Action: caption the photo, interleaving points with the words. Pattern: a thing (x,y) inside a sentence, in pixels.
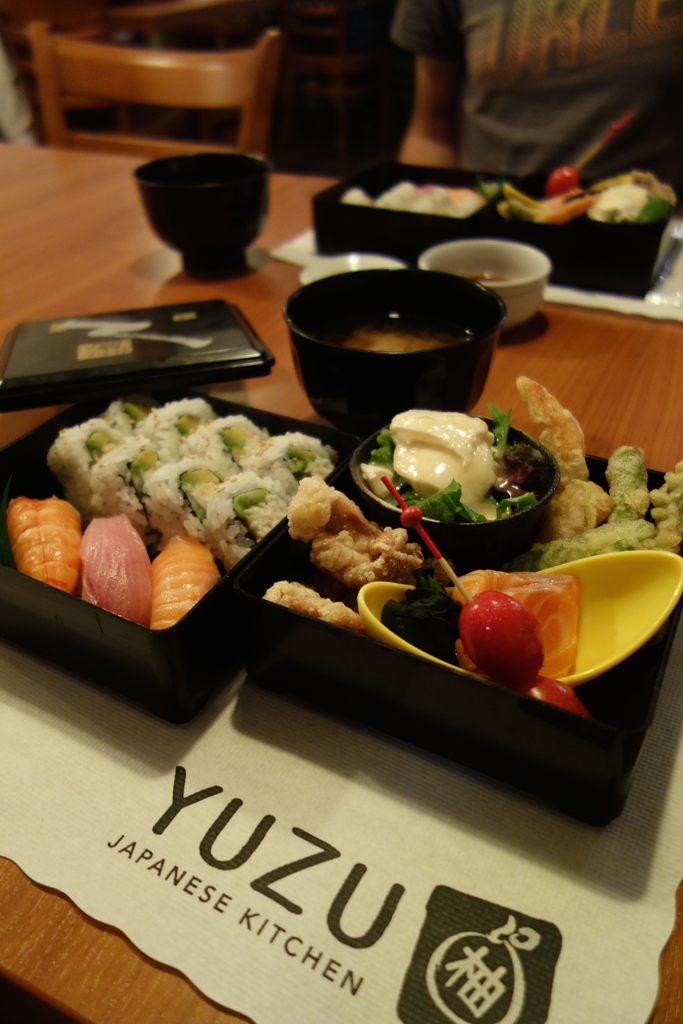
In this picture there is some food (524,391) placed on the wooden table (553,331). Behind there is a chair (202,63) and a woman (588,121) wearing grey color t-shirt (583,121) is sitting on the chair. In the front (249,818) bottom side of the image (256,901) there is a "Yuzu Japanese kitchen" written on the table mat (336,821).
